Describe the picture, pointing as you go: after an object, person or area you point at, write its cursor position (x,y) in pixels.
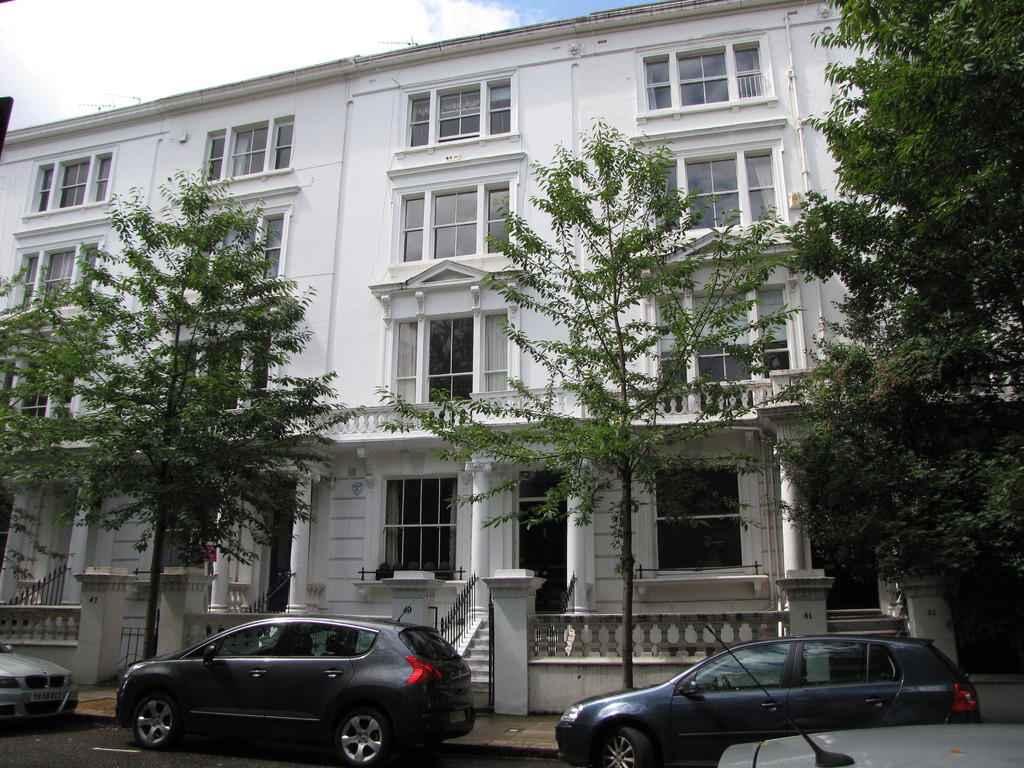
In this image there are vehicles (761,718) on the road (14,741), there are trees (995,524), a building (349,79), and in the background (191,64) there is sky (254,27).
